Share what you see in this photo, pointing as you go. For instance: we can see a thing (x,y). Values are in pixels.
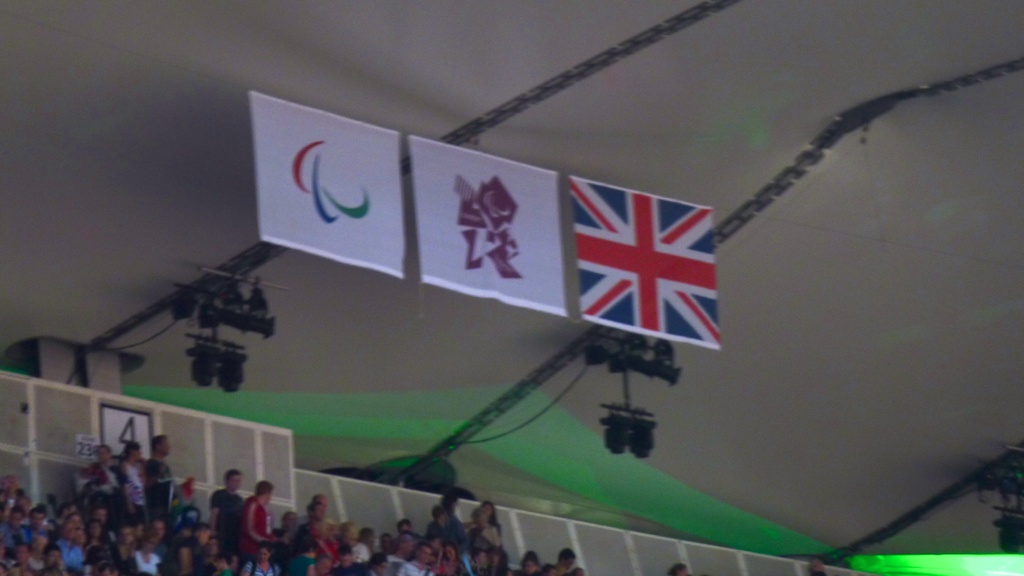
This picture is clicked inside. In the foreground (395,553) we can see the group of people (344,546) and white color objects (726,547). At the top (543,173) we can see the flags (595,285), focusing lights (253,320) hanging on the roof (203,249).
